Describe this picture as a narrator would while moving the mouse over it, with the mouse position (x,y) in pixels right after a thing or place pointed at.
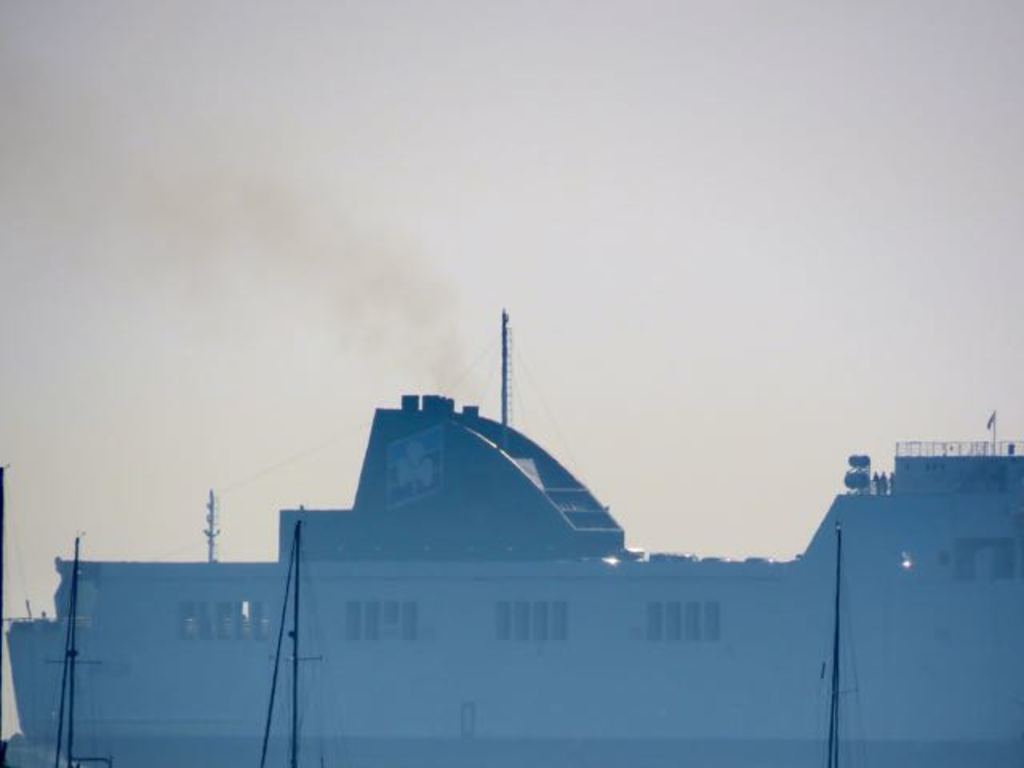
As we can see in the image there is a ship (395,642), boat masts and few people (877,485) standing on ship (845,496). On the top (132,72) there is sky (164,68).
